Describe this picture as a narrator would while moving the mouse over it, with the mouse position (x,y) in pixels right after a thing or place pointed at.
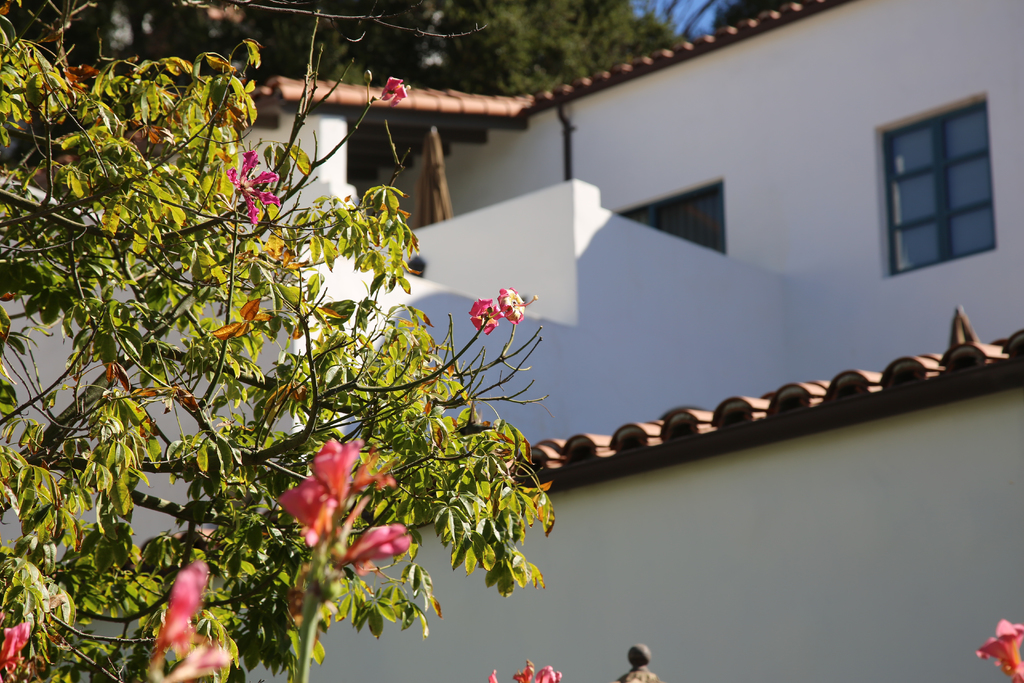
In this picture we can see a tree (130,365) with flowers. Behind the tree (188,193) there is a building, trees (649,17) and a sky (679,17).
